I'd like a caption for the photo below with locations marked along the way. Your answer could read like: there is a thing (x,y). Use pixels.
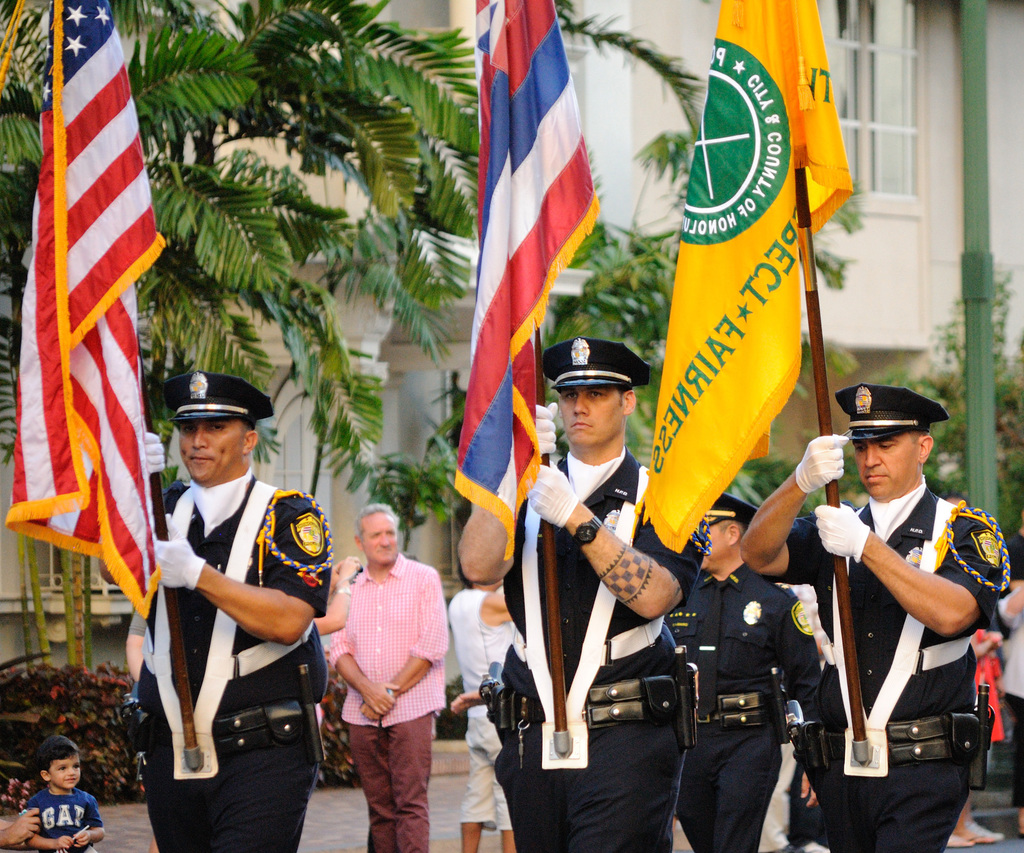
In this image we can see these people (301,571) wearing uniforms (199,659), caps (200,412) and gloves (565,513) are holding flags (62,270) in their hands (825,456) and walking on the road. In the background (28,658), we can see few more people (479,623), trees (68,657), shrubs (16,665), pole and the building (906,128).
